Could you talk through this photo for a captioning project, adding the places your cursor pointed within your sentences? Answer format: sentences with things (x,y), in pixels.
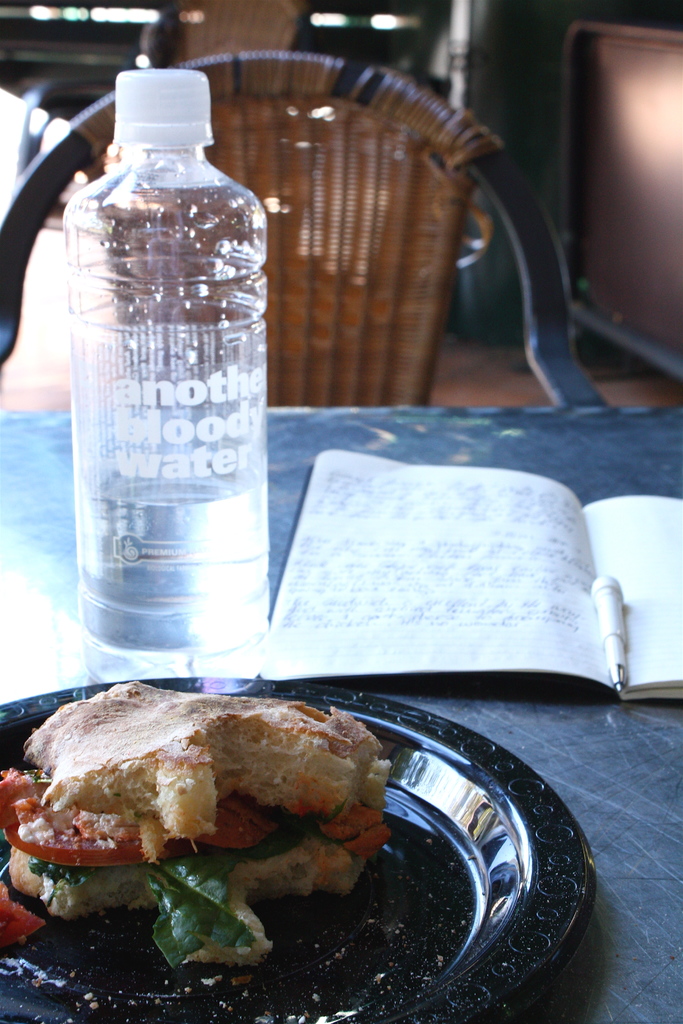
In this picture we can see table (378,447) and on table (278,450) we have book (592,593), pen (596,590), bottle (136,214), plate (434,761) and food (239,884) on it and in background (415,195) we can see chair (436,157).
